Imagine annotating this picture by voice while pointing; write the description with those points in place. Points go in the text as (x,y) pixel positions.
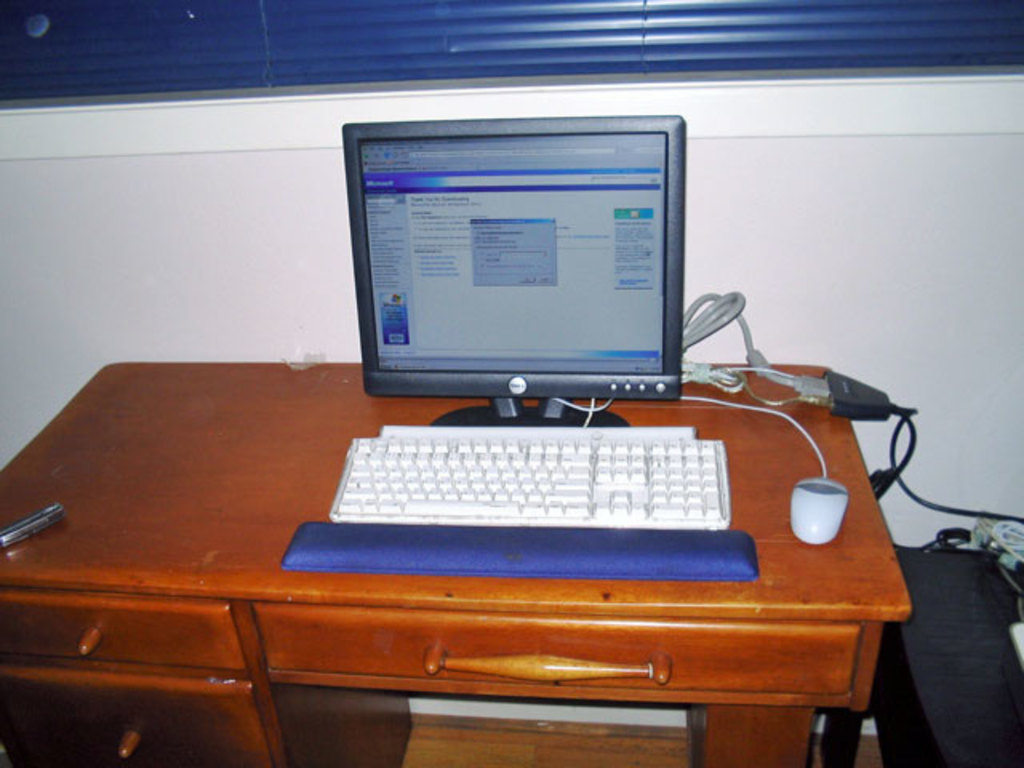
In this image i can see a desktop (499,278), key board (502,486), mouse (810,489) on a table (294,484) at the background (200,279) i can see a wall (170,264).
